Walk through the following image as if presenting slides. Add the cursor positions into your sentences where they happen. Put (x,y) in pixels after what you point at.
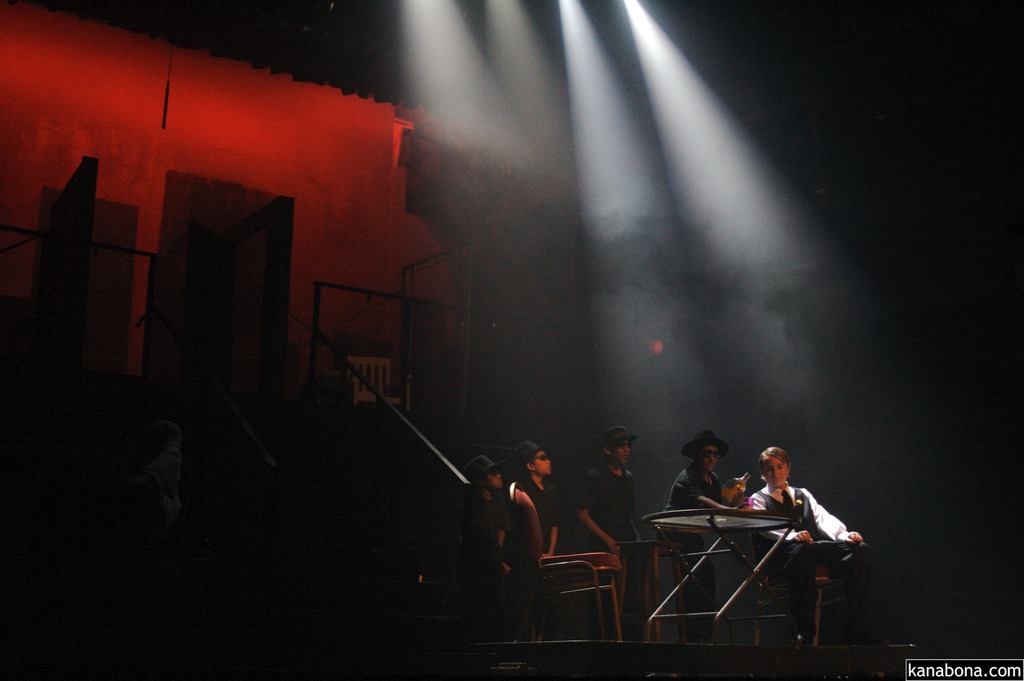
In this picture I can see there are persons (808,499) standing in front of the table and I can see a light focus (450,76) at the top (694,91) I can see a building (290,184) on the left side (74,161) and I can see a rod (405,301) in the middle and this picture is very dark.
